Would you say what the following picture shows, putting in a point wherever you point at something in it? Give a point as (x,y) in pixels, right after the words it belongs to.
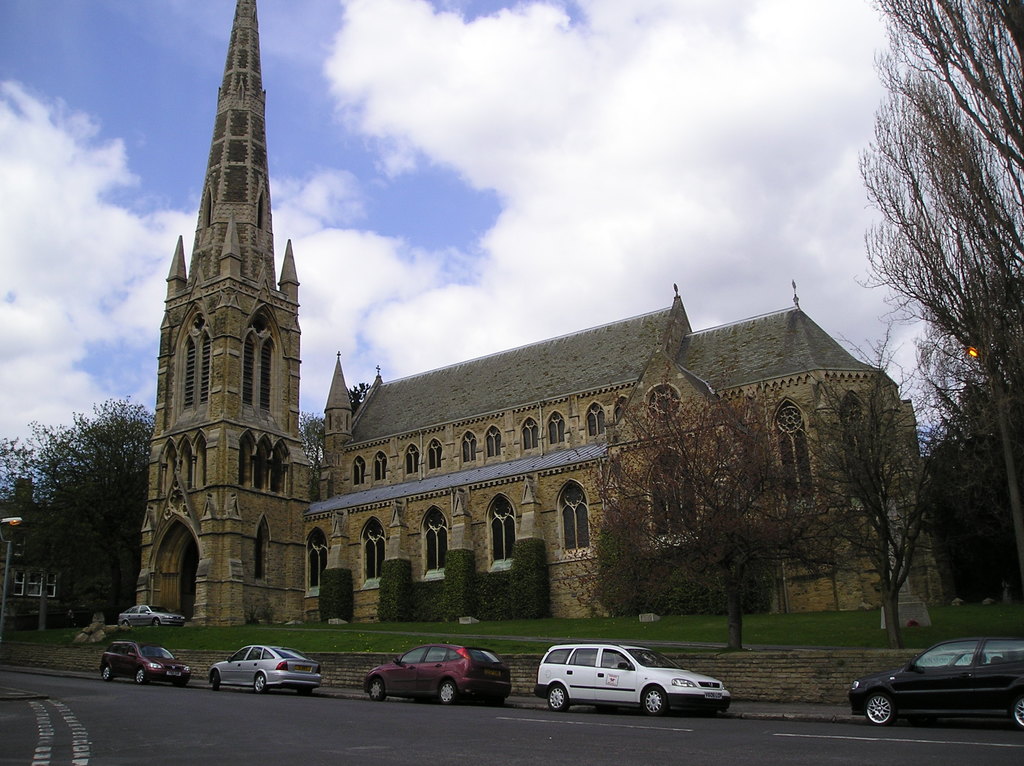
At the bottom of the image (126,650) on the road (666,729) there are cars (129,673). Behind the cars (609,650) there is a wall (337,657). Behind the wall (830,659) there is grass (757,619) and also there are trees (855,552). There is a building (549,374) with walls (547,411), windows (466,452), roofs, pillars (258,352) and poles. At the top of the image (572,82) there is sky (442,193) with clouds (320,236).
